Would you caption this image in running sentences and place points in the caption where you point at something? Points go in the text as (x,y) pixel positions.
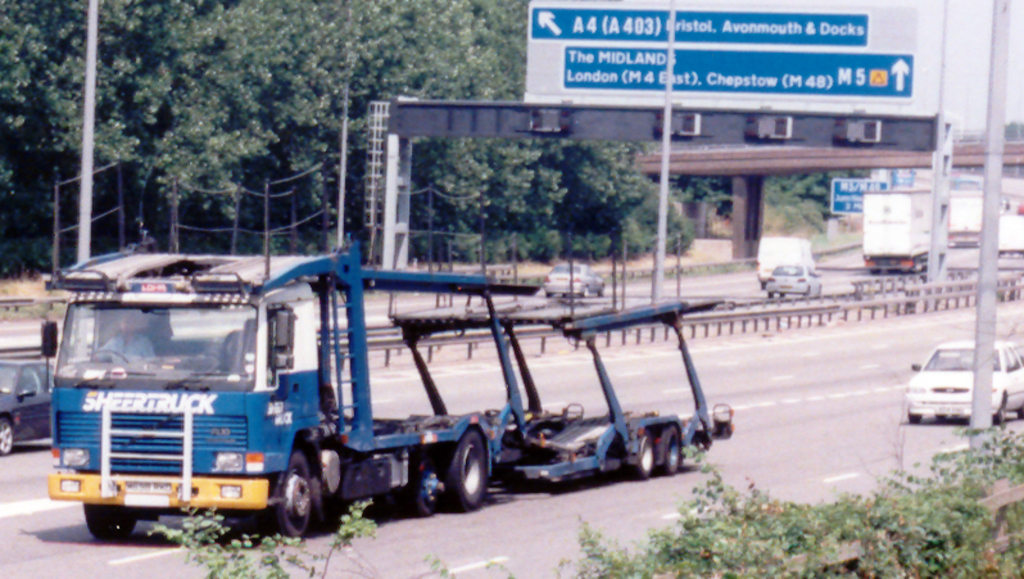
There are roads (619,347). On the roads (36,329) there are many vehicles (557,309). Also there are poles (978,315). There are sign boards (656,70). On the sides of the road (663,509) there are trees (241,143).
